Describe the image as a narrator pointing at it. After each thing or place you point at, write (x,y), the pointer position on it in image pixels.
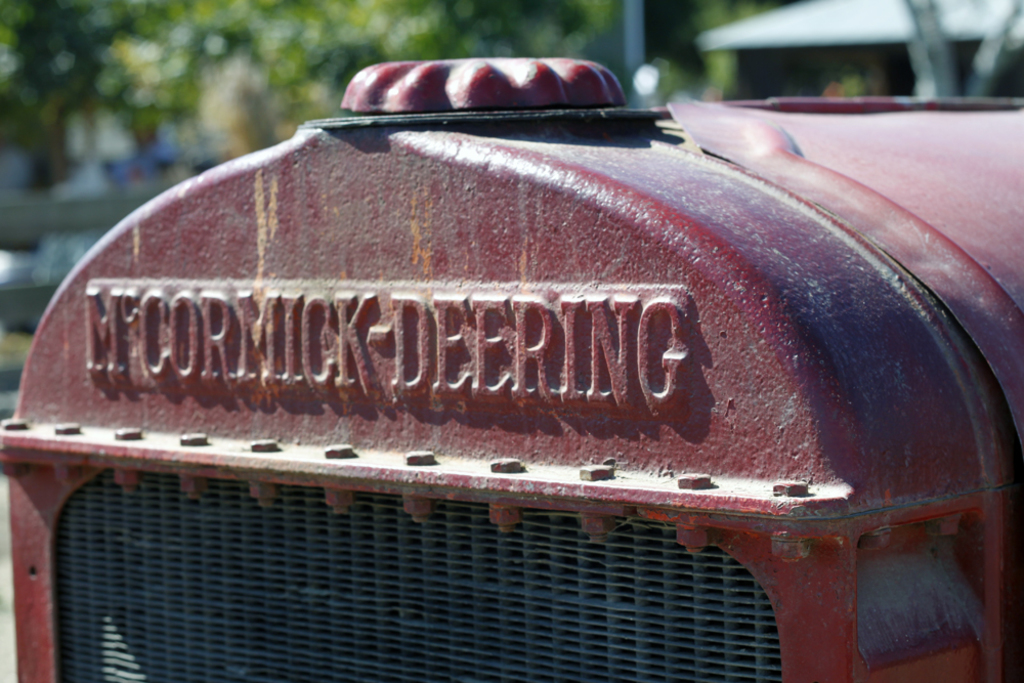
In this image we can see one big red object (916,511) looks like a vehicle (492,112), one shed (960,68), one pole (632,37), some trees (676,34), some objects (23,313) in the background (632,37), some grass (24,332) on the ground (13,349) and the background (10,321) is blurred.
